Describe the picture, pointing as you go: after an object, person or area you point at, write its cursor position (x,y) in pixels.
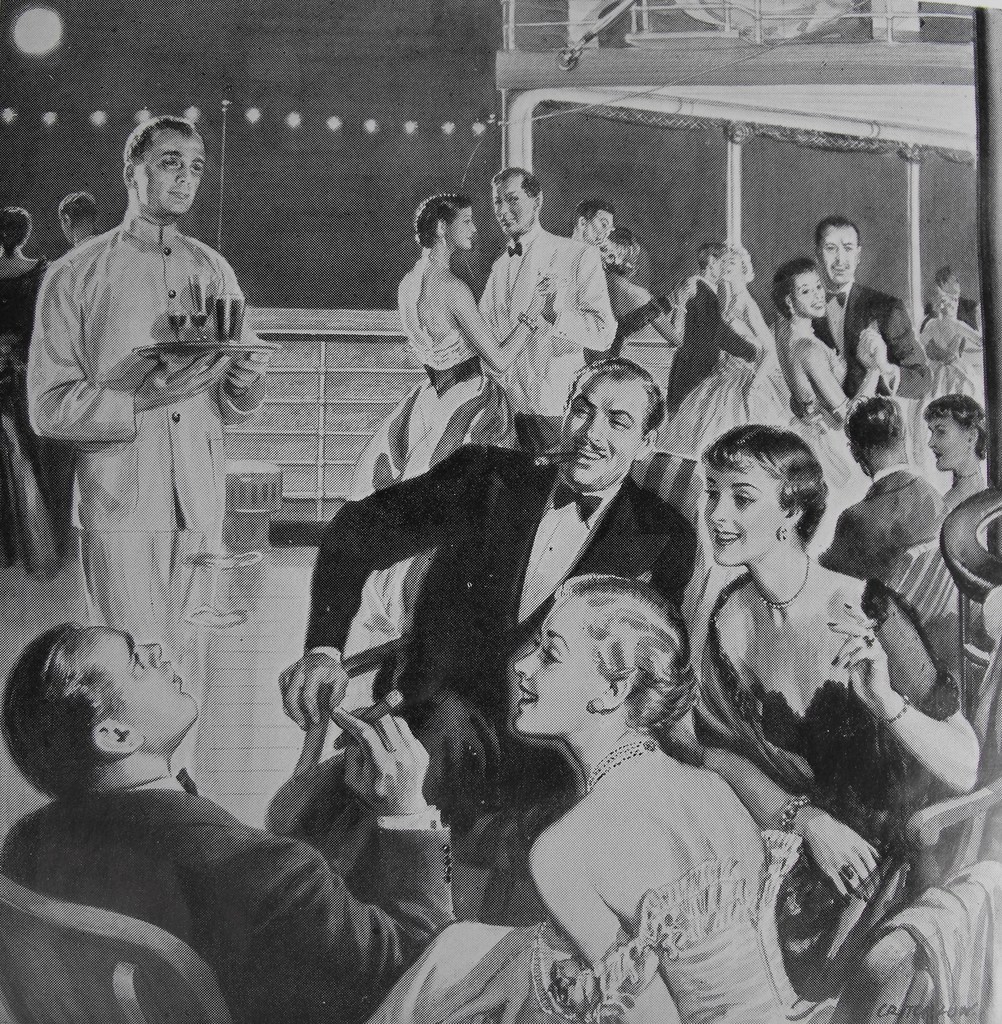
In this image, there is an art (776,596) where we can see few people (448,998) sitting on the chairs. In the background (852,338), there are few people (562,265) dancing. On the right (834,46), it seems like a shed (843,61) and also there are few lights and the object (37,8) is not clear which is in the left top corner (34,25).
